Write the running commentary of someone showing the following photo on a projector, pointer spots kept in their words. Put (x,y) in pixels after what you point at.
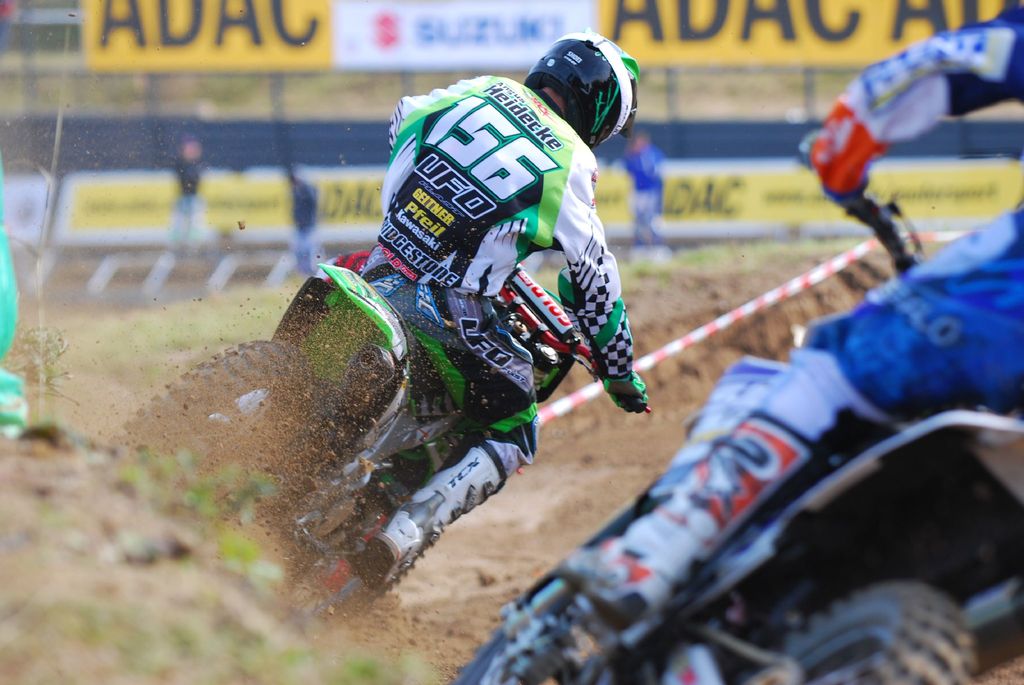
This picture is clicked outside. On the right (684,575) we can see the two persons (577,259) wearing helmets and riding bikes (525,284). In the background (423,48) we can see the banners (406,50) on which we can see the text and we can see many other objects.
